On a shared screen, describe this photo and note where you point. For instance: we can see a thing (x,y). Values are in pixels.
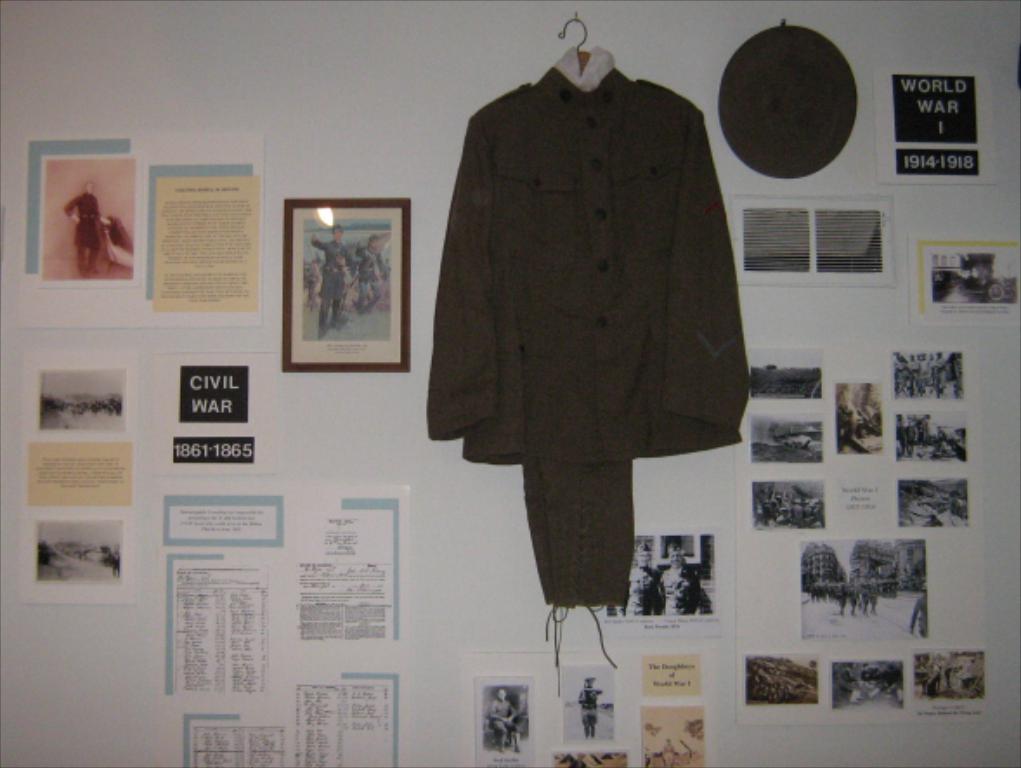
In this image I can see a white colour wall (147,82) and on it I can see number of pictures (756,364) and a dress (443,408). I can also see something is written on the left (196,281) and on the right side of this image (971,117).
